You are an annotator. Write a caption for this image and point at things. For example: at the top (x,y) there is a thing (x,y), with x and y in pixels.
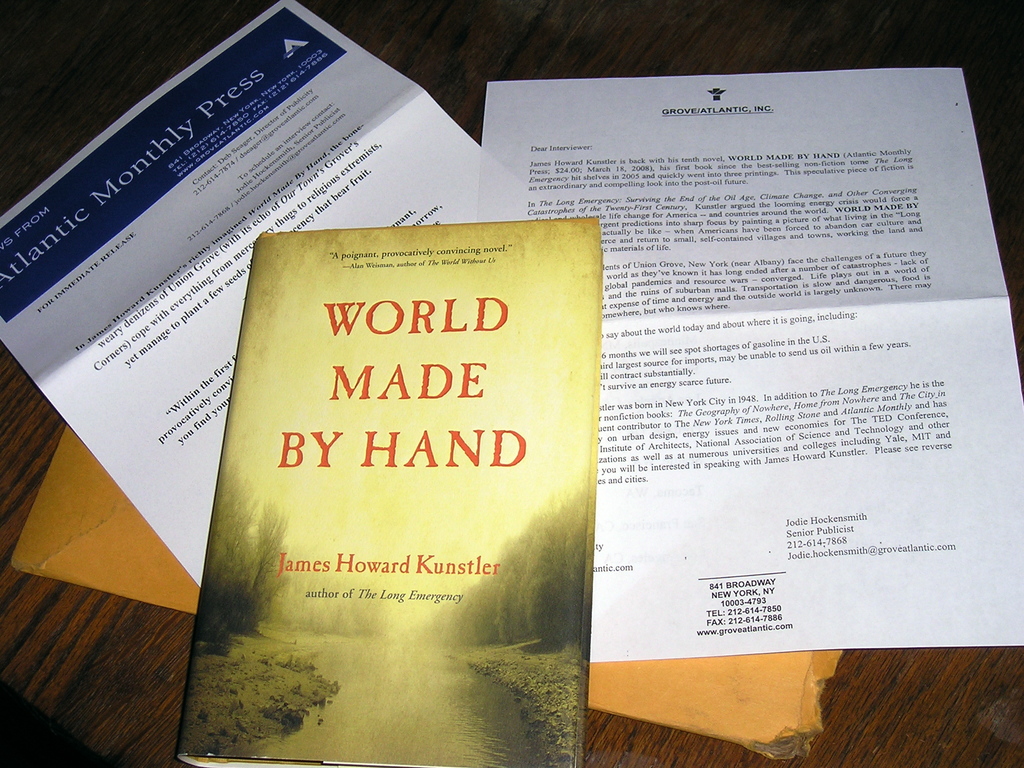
In this image I can see papers (129,424), cardboard (712,698) and a book (296,512) kept on the table (969,651). This image is taken may be in a room.
